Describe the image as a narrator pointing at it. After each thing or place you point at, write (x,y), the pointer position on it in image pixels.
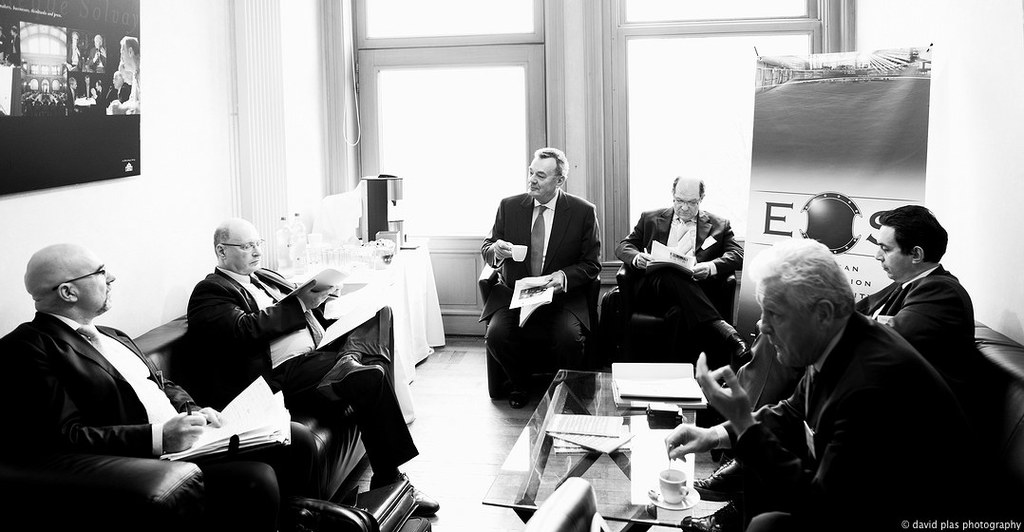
It look like, in a room (363,213) there are few people (320,402) sitting on the chair (344,457) holding papers (246,419) in their hands (318,287) and look at them and few are holding cups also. On the table (594,386) we can see books (663,390), cup (670,491), saucer (680,504). In the background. There is a door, on the wall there is a frame (103,130) and there is a hoarding (785,164) on the right (897,93).
